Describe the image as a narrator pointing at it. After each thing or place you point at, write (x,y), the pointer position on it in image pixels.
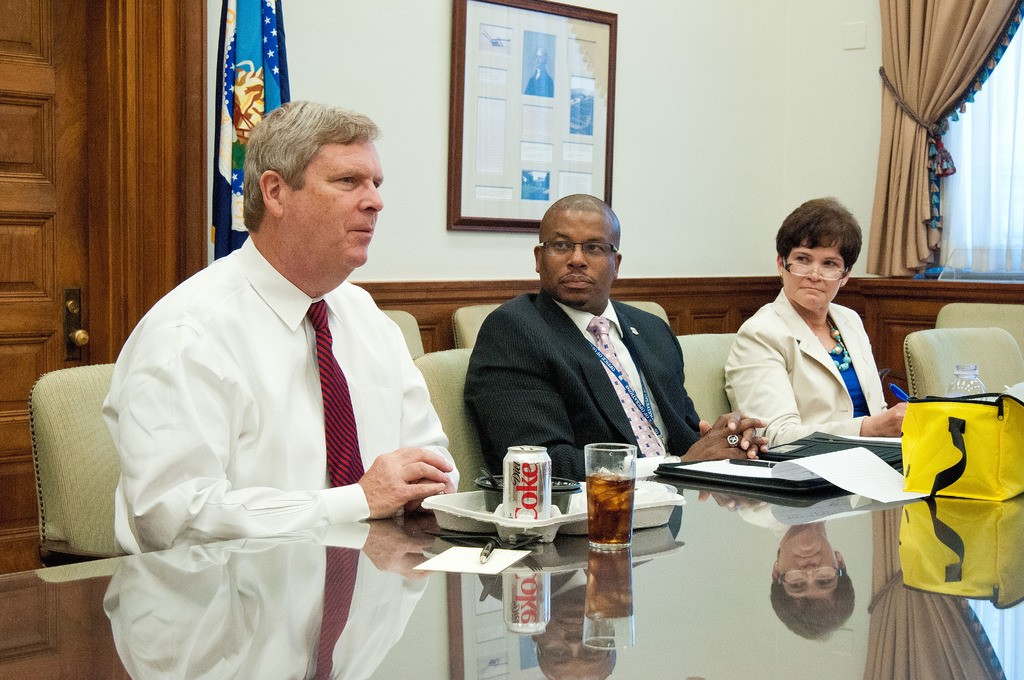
In this image in the center (620,356) there are three persons (612,383) who are sitting and one person (263,368) is talking, in front of them there is table (533,594). On the table (577,535) there is a tray (543,521), in that tray (491,513) there is one bowl (493,485), coke container (532,484) and beside the tray (586,524) there is one glass (611,497). In the glass (609,504) there is some drink (606,535) and on the table (1007,533) there are some files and a basket (975,416) and a bottle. In the background (540,139) there is one photo frame (565,102) on the wall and flag (221,82), and on the right side (899,165) there is a window (966,169) and curtain (940,133) and on the left side (56,169) there is a door (73,306).
